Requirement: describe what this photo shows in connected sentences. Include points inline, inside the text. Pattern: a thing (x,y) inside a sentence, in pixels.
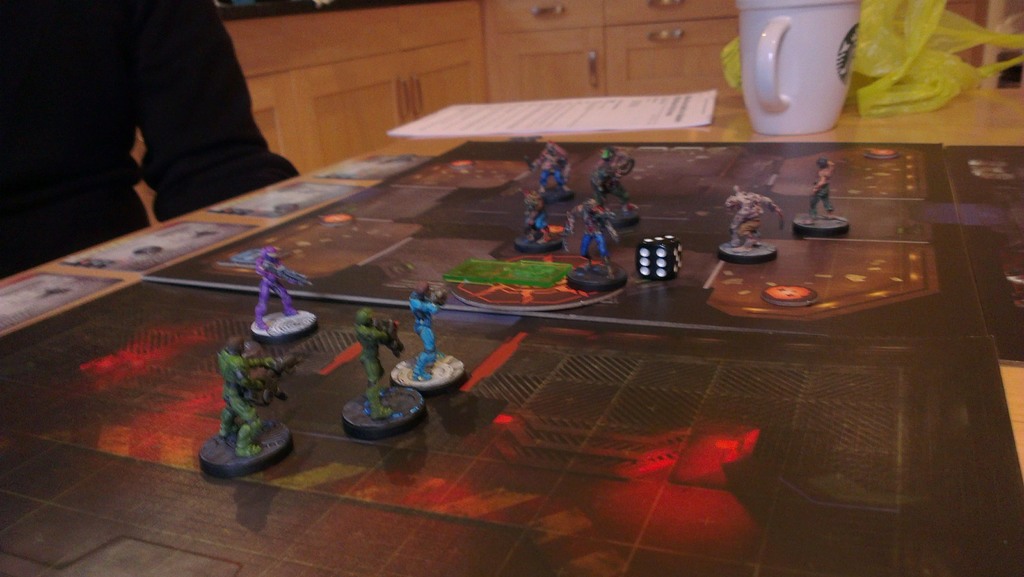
On the background (545,46) we can see cupboards (522,48) and desk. Here on the table (1013,416) we can see papers (675,119), cup (775,119) in white colour, cover (921,46), few toys (423,327), coins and a dice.
